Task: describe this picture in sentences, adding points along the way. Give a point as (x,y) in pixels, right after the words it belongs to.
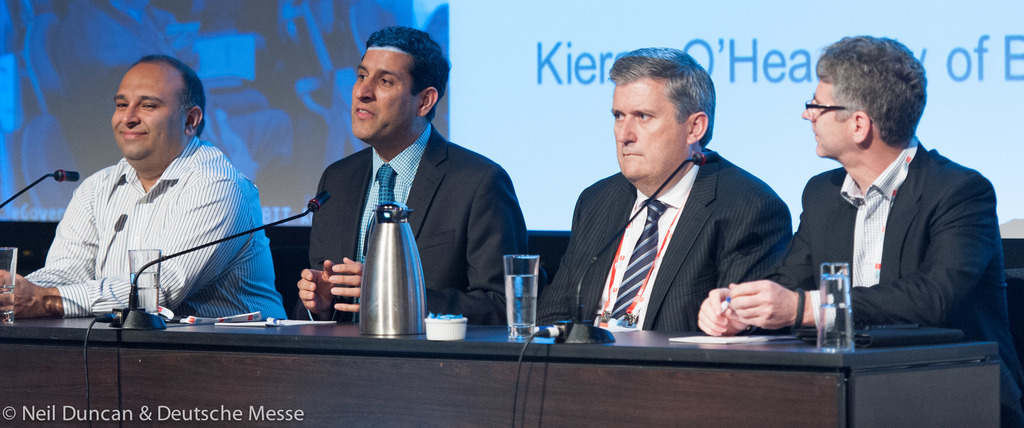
In this picture we can see there are four persons (654,265) sitting on chairs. In front of the people (696,263), there is a table (401,366) and on the table (369,358), there are glasses (6,263), microphones (138,292), cables (517,395), paper (719,339) and some objects (422,282). Behind the people (191,214), there is a projector screen (524,93). On the image, there is a watermark (165,416).
